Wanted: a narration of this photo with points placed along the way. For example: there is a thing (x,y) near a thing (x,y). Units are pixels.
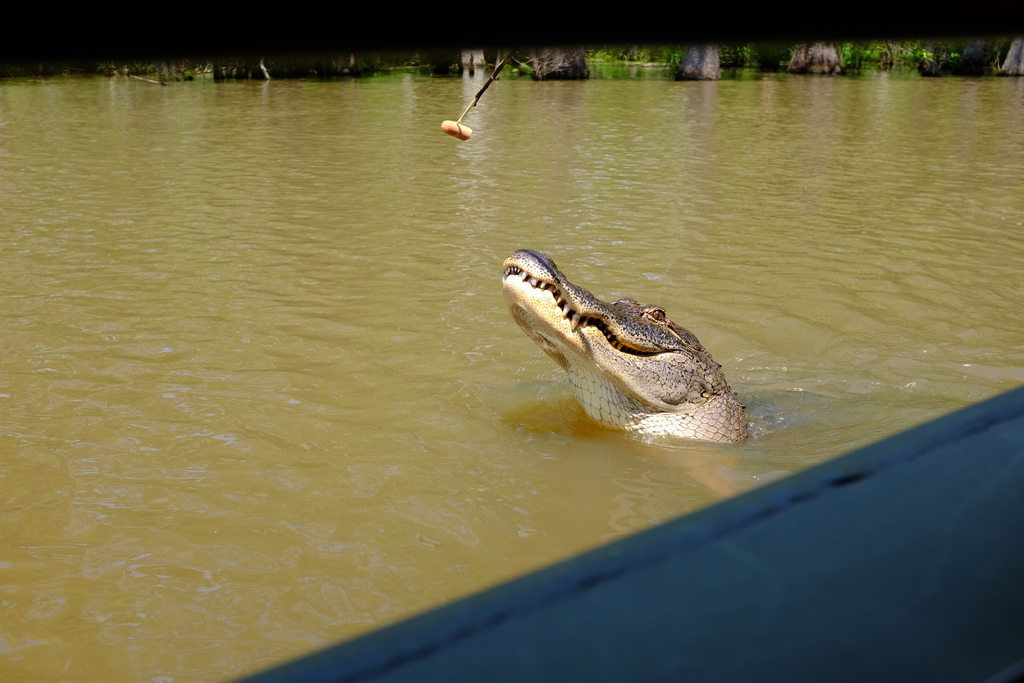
In this image, we can see a crocodile (621,351) in the water (385,315) and there is a stick (488,85) and we can see some trees (793,47).
